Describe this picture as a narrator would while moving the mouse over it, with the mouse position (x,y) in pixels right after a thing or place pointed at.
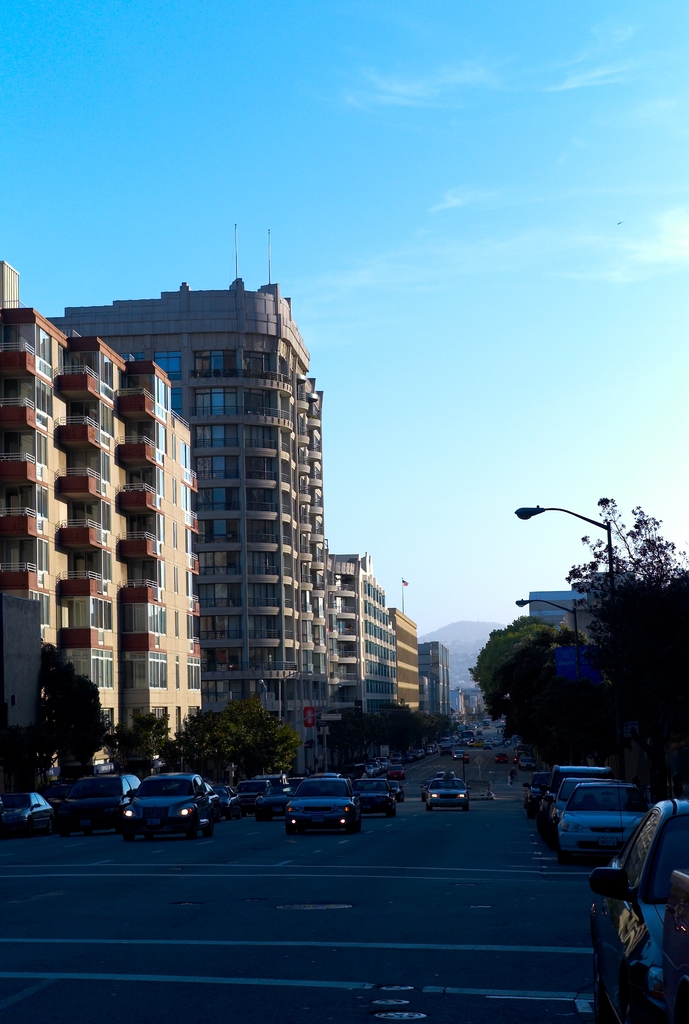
In this picture there are many cars (209,809) moving on the road (220,884). On the left side (105,494) there are some buildings (296,657) and on the right corner (631,664) we can see some tree (615,621) and street pole (528,516). On the top (509,232) there is a sky (463,266).
